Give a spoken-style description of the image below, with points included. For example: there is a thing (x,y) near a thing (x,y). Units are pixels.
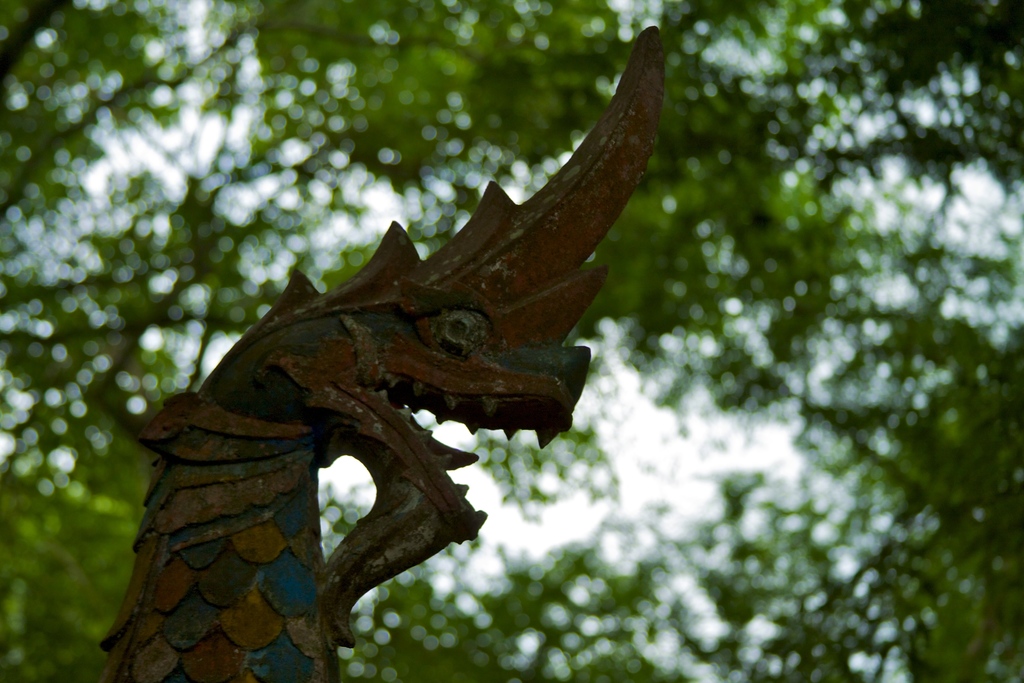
In this image I can see a structure (374,453) which is in the shape of a dragon (295,574) which is blue, yellow and brown in color. In the background (463,59) I can see few trees (427,147) and the sky (621,452).
